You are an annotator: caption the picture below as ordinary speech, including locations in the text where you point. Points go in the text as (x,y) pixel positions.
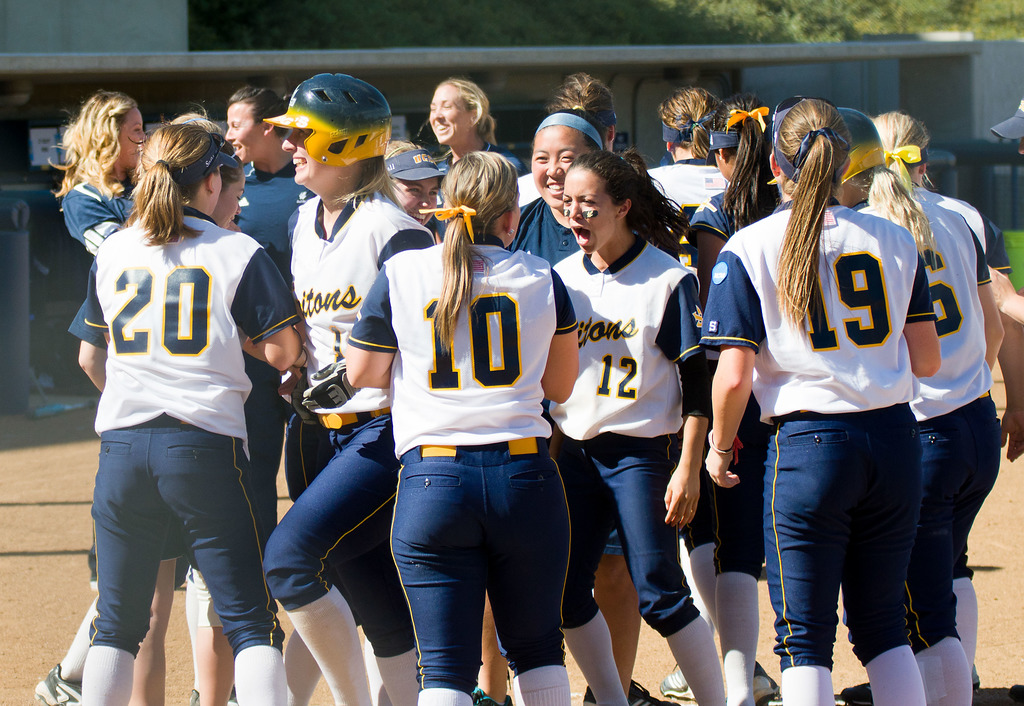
In this image I can see the group of people (447,310) standing. These people (513,253) are wearing the white and navy blue color jerseys (424,304) and few people (339,148) with helmets (342,138). These people (112,164) are on the ground (50,484). In the back (824,93) I can see many trees (636,25) and the wall (60,43).
